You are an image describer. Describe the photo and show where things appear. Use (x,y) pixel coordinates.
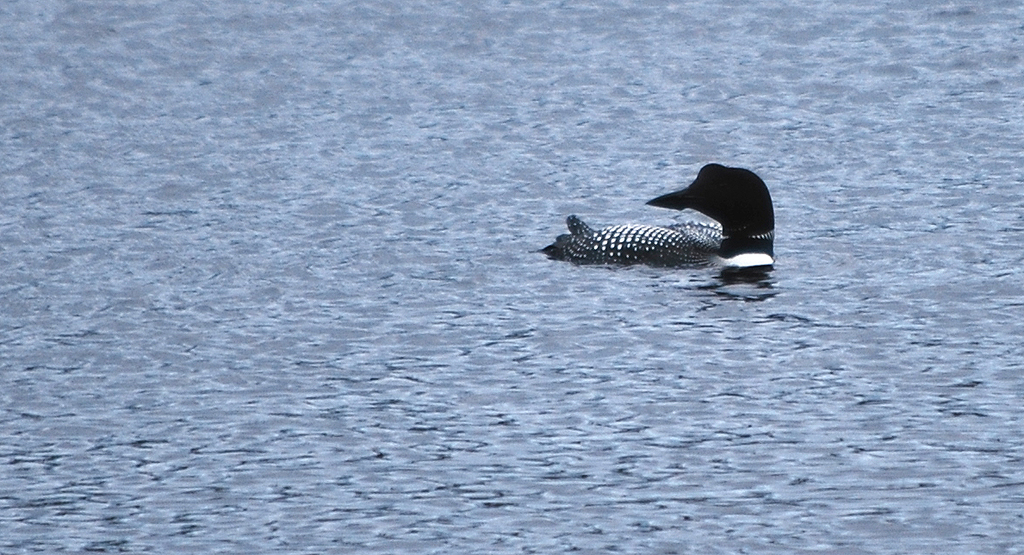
In this image we can see a bird (741,265) in the water (674,291).
